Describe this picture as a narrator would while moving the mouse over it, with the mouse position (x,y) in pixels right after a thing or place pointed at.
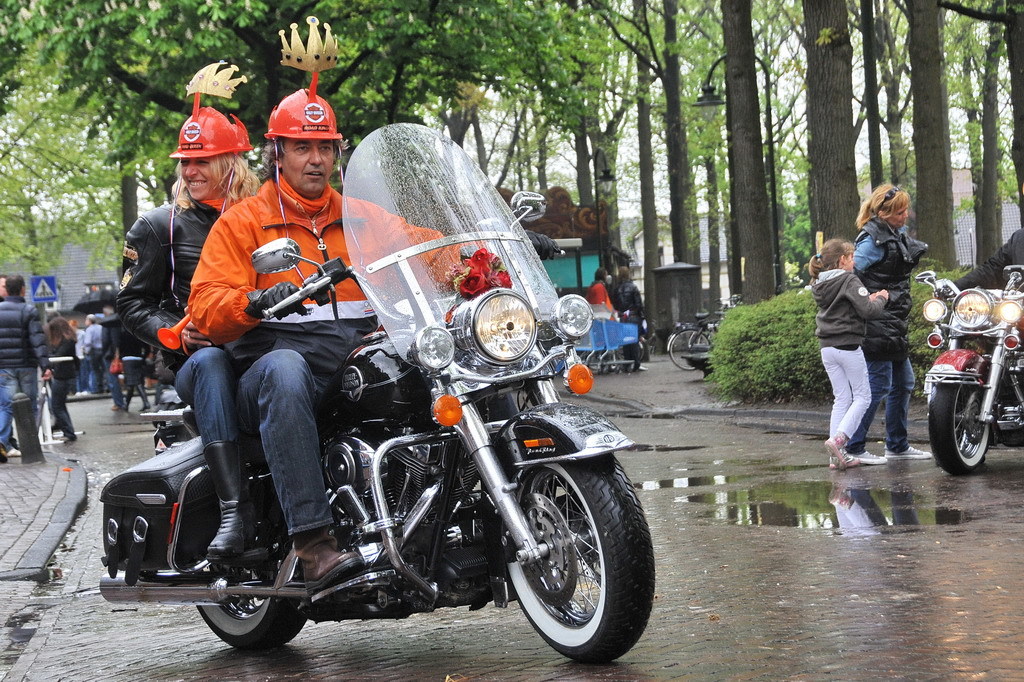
There is a man (306,156) and woman (238,158) sitting on a bike (402,444) which is on the road (740,585). There is another bike (955,346), on the right hand side of the image (998,296). Beside that bike (991,322), a woman (888,333) and girl (835,304) are walking. On the left hand side (27,468), there is a footpath (22,532). In the background (8,389), there are group of people (33,353), a sign (49,289) a tree (42,104). On the right hand side of the background (937,48), there are group of trees (886,49), plant (758,341) and bicycle (677,343).
